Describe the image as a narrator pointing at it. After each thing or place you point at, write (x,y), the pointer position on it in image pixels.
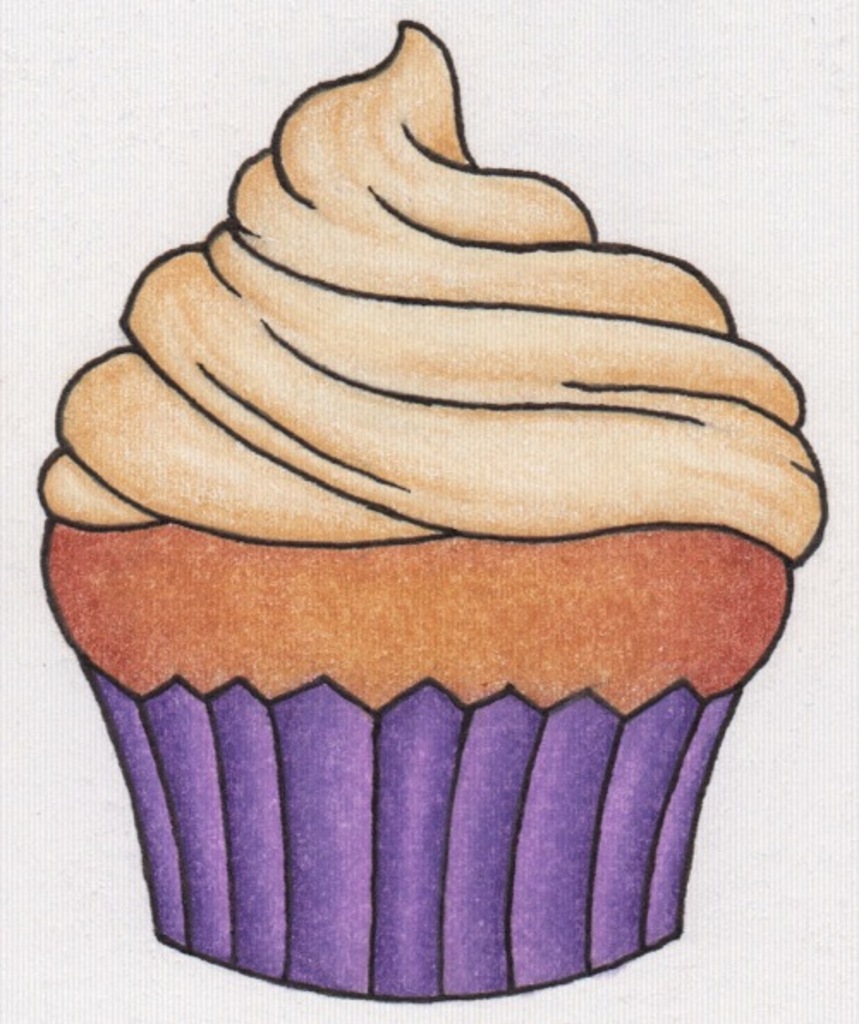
In this image, we can see a painting (73,500) of a cupcake (559,348). In the background (744,999), we can see white color.
